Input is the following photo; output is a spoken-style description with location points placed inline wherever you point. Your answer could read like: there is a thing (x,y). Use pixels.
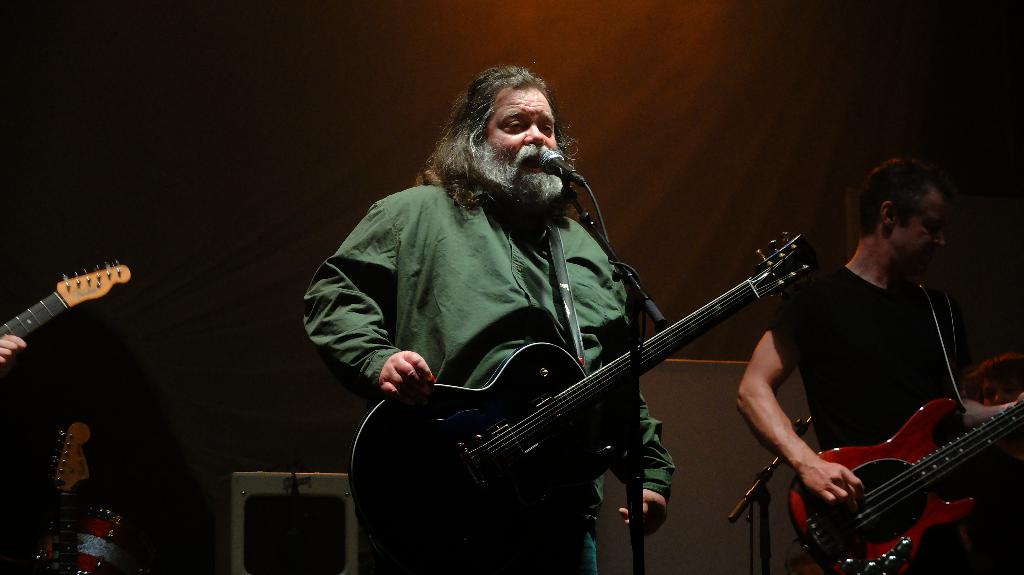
In the middle (603,251) a person (596,319) is standing by holding a guitar (559,372) in his hands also singing in the microphone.
